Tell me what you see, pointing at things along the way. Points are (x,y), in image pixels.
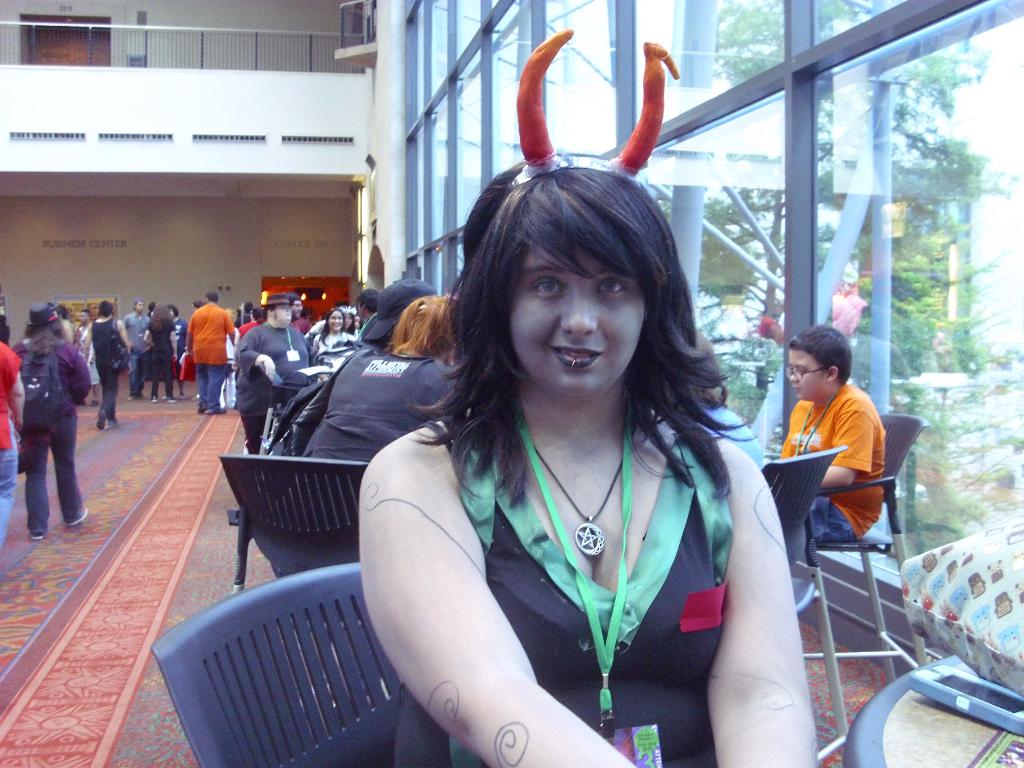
In the picture we can see a woman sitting on the chair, she is in a costume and behind her we can see some people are sitting near the tables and beside them, we can see a glass wall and opposite side, we can see some people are walking and in the background (222,68) we can see a floor (7,98) with a railing (242,60) and behind it we can see a door (67,48).
